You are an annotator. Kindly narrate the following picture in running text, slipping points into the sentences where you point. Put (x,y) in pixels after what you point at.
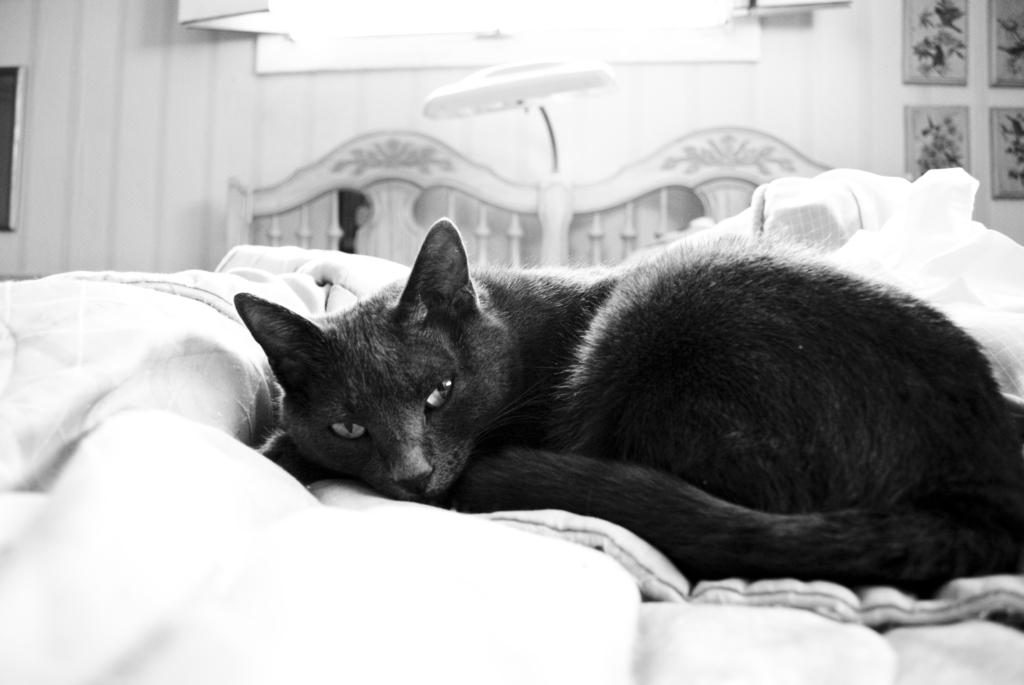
In this picture we can see a black color cat (496,376) lying on a white color bed sheet (236,320) placed on a bed (420,170) and in background (211,151) we can see wall (99,130), frame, light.
